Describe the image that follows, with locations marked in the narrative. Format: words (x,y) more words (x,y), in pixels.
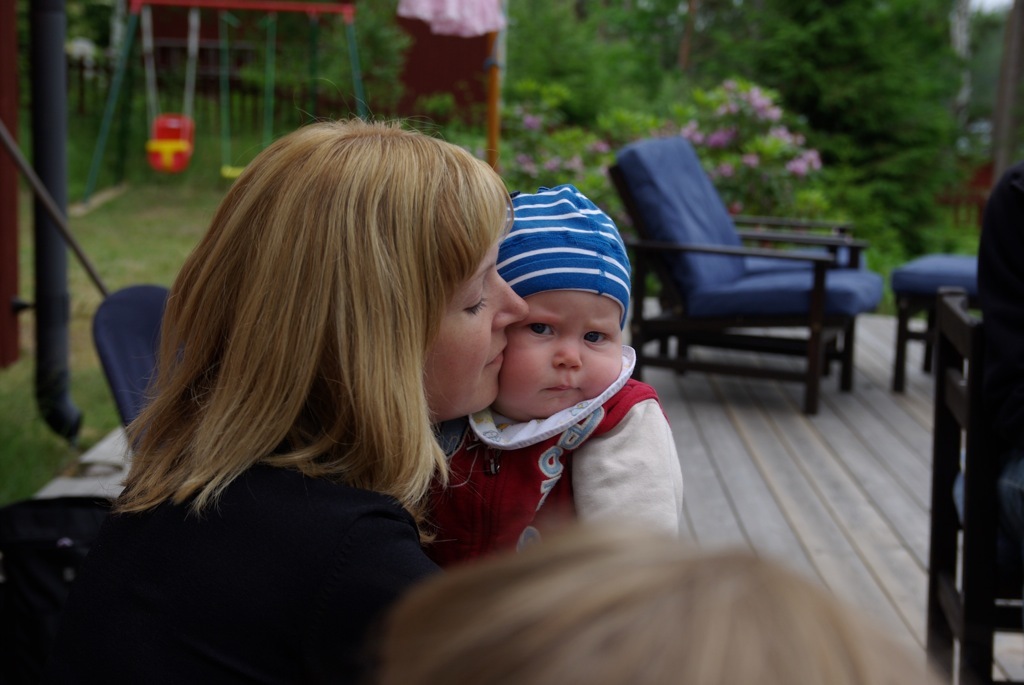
In this image I can see a woman (431,470) and a child (556,252). In the background (859,305) I can see few chairs (820,304) and number of trees (818,63).
